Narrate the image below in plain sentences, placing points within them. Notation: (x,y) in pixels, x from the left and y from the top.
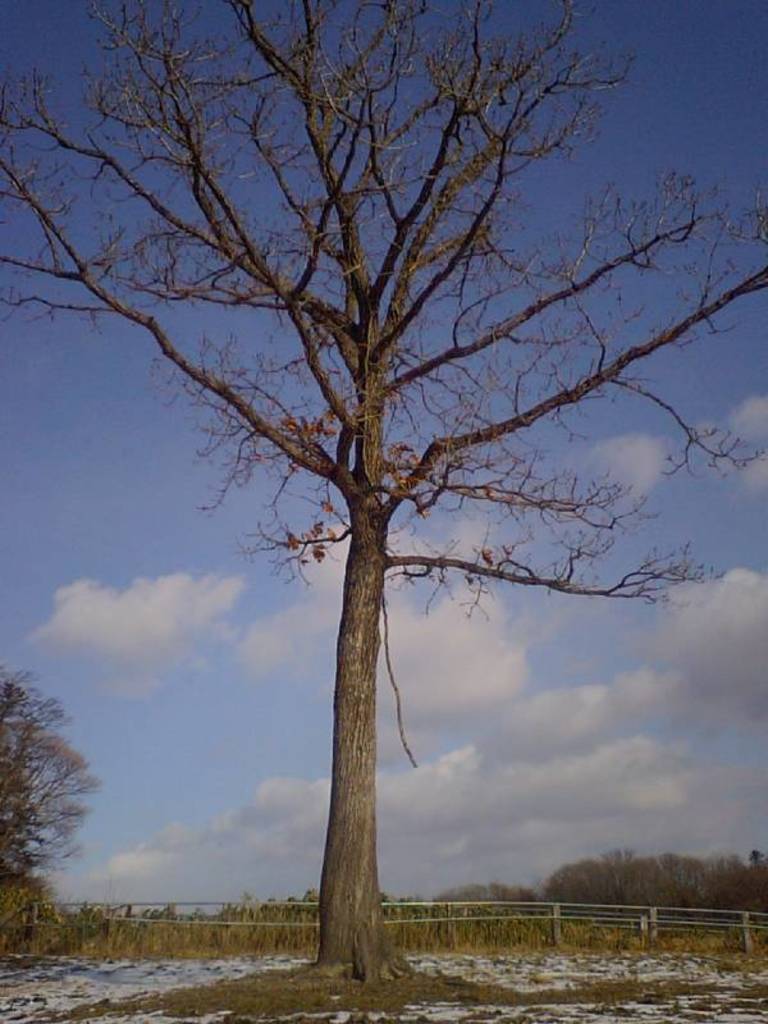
In the center of the image (445,561) there is a tree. Behind the tree (329,938) there is a wooden fence (601,912). At the bottom of the image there is snow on the surface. In the background of the image (25,807) there are trees (67,812) and sky (200,741).
